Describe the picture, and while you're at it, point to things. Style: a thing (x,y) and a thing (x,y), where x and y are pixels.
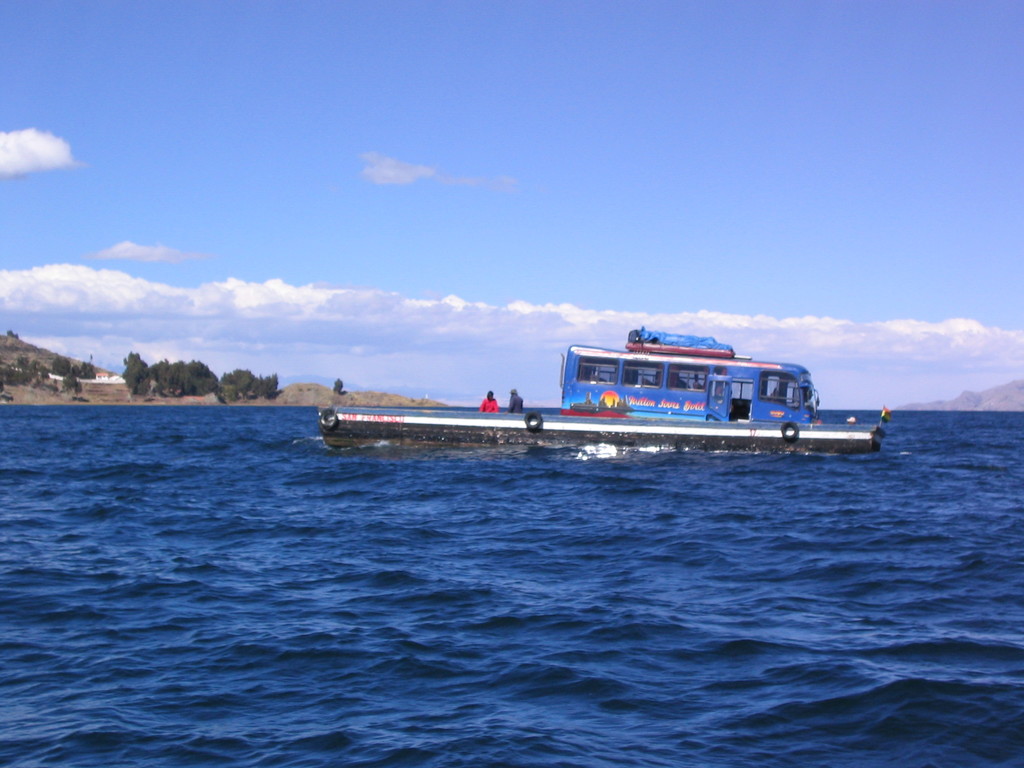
In the foreground of the picture (265,483) there is water (412,474), in the water (473,472) there is a boat (824,430). On the left (195,391) there is land (62,394) and trees (159,378). Sky (179,328) is bit cloudy and it is sunny. On the right (931,409) there is a hill (960,399).
